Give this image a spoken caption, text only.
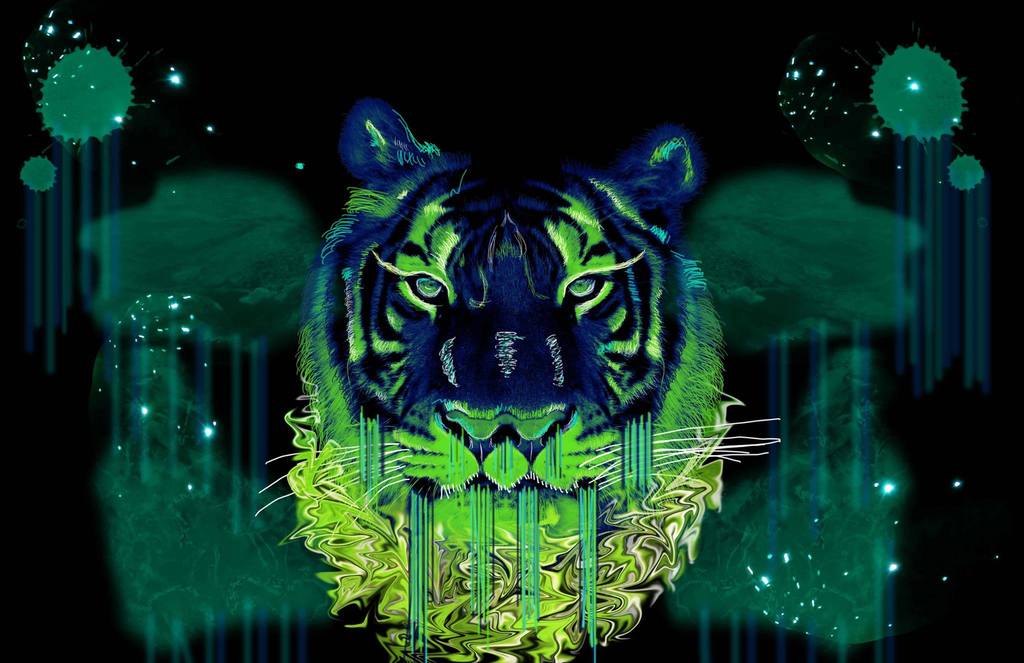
It is a graphical image.
